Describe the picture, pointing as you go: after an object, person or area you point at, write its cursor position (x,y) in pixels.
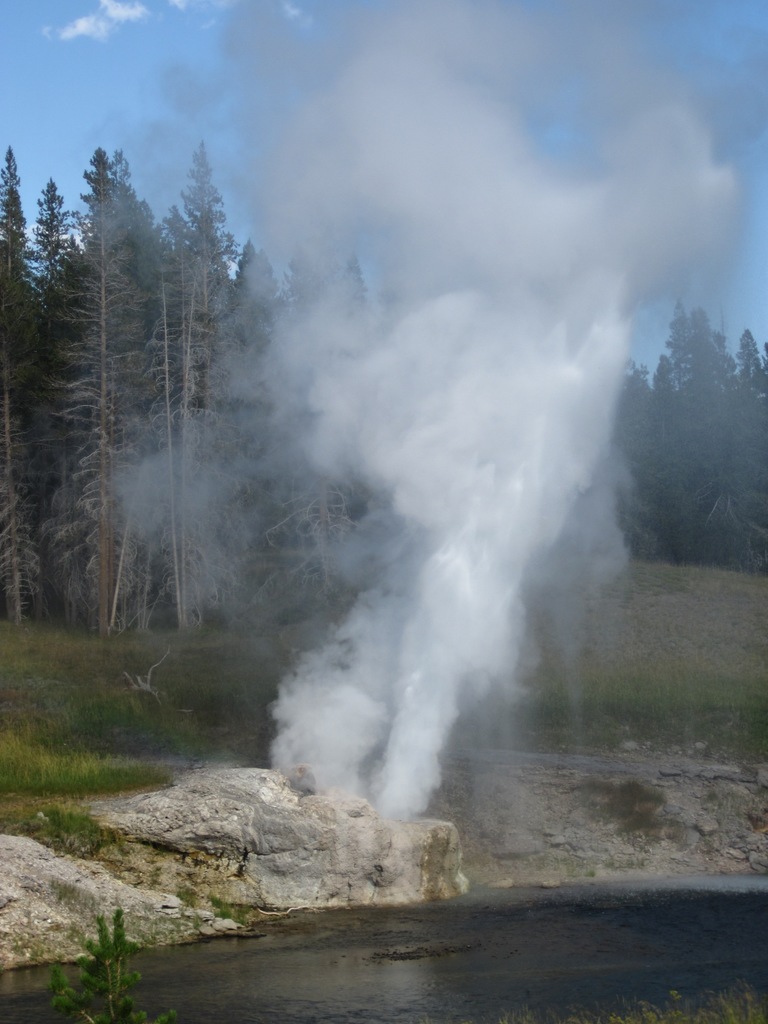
In this picture, we can see water (592,934), ground (255,749), rocks (275,778), smoke (339,732), trees (250,455), and the sky (259,126) with clouds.
